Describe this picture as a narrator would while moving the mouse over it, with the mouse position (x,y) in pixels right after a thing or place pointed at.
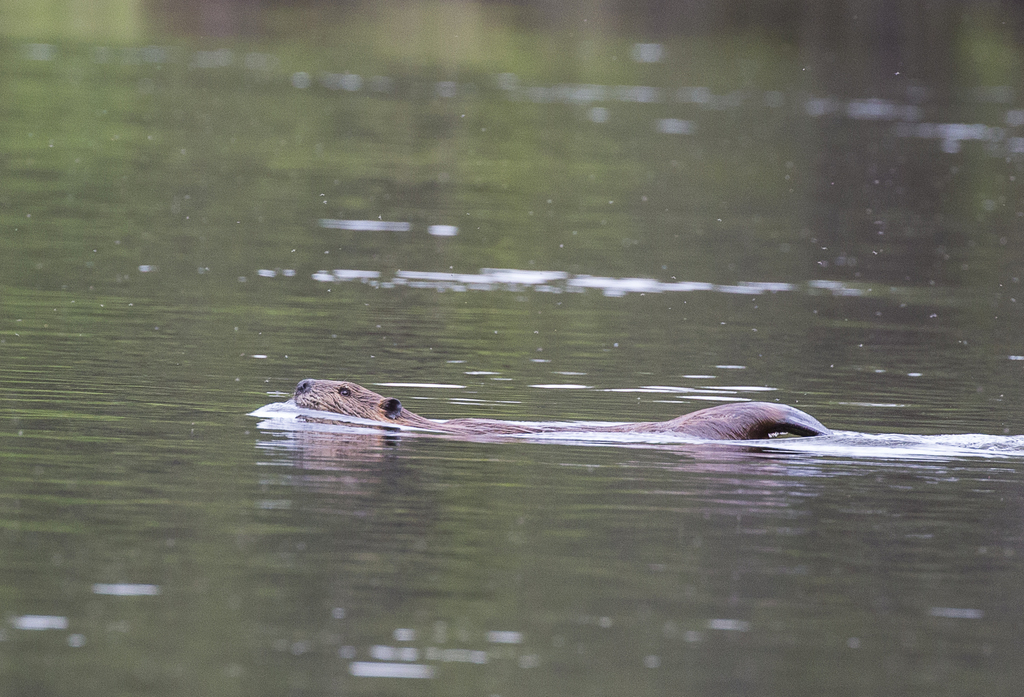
Here in this picture we can see an animal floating on the water (515,400) present over there.
